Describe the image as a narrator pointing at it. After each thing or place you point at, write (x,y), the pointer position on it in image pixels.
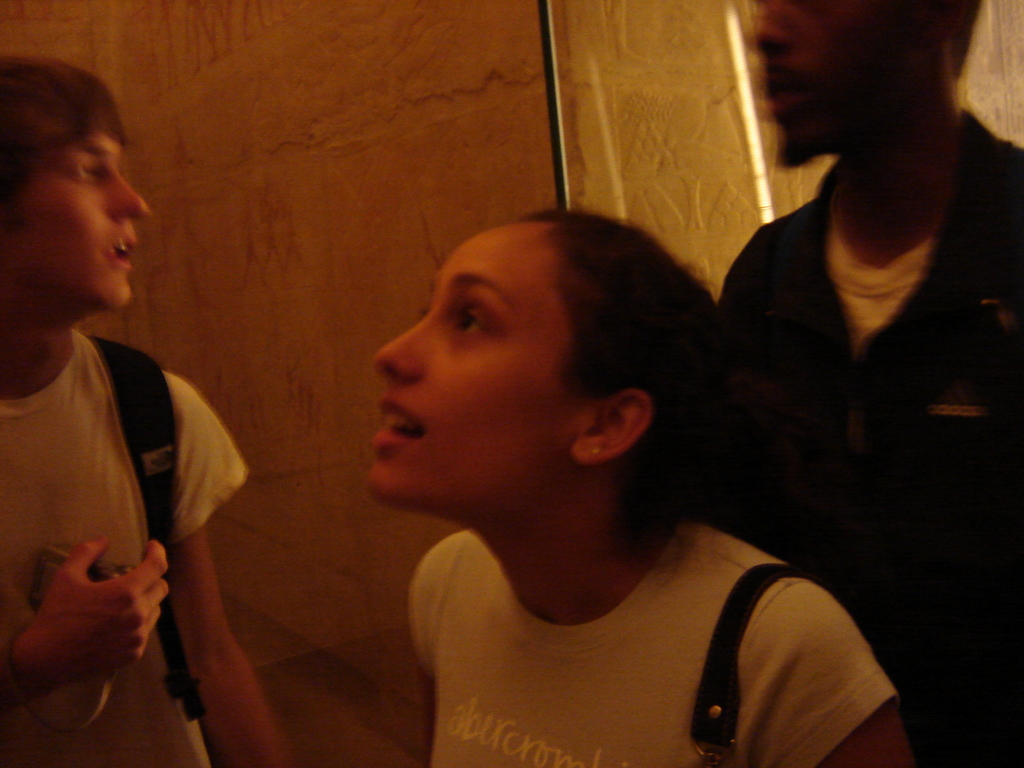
In this image we can see three people (59,381) are standing, two persons (53,408) wearing bags (150,409), one person (117,622) holding object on the left side of the image (104,528), one object (540,28) behind the woman (685,675) in the middle of the image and it looks like a wall (503,177) in the background (464,191).
